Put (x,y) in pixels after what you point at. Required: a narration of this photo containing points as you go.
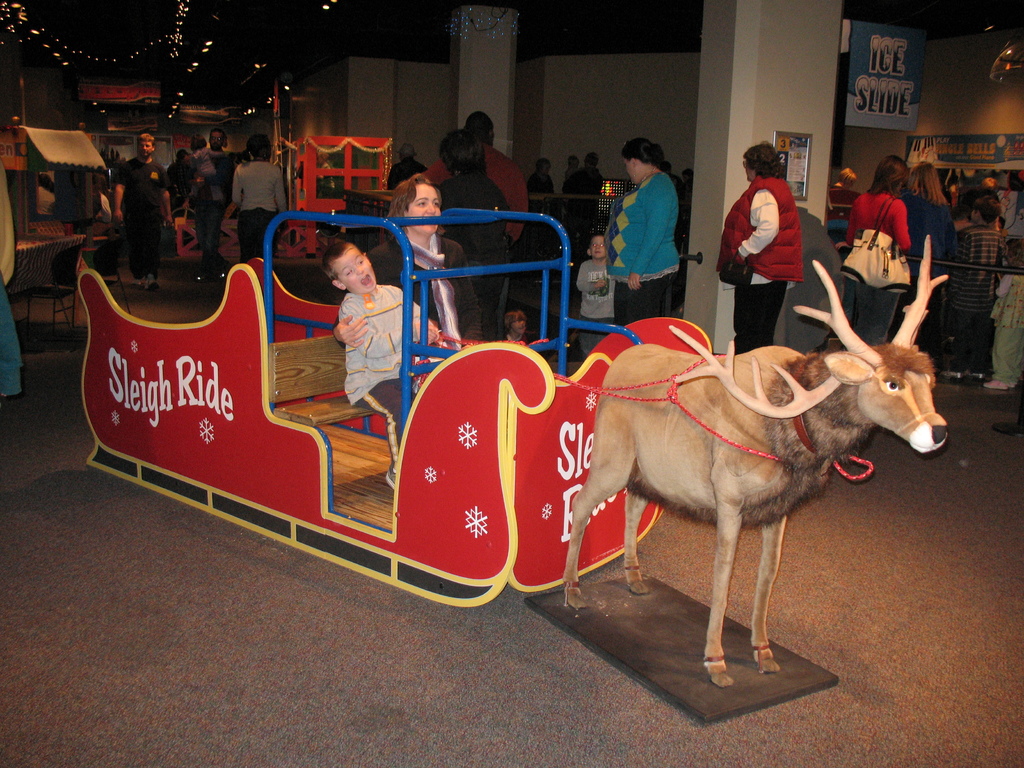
In this image in front there is a boy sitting on the ride (527,519). Behind him there are people (207,191) standing on the floor (869,528). On the right side of the image (823,270) there is a reindeer figure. In the background of the image (36,156) there are stalls (65,146). On the top of the image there are lights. On the right side of the image (751,88) there are pillars (725,85).
